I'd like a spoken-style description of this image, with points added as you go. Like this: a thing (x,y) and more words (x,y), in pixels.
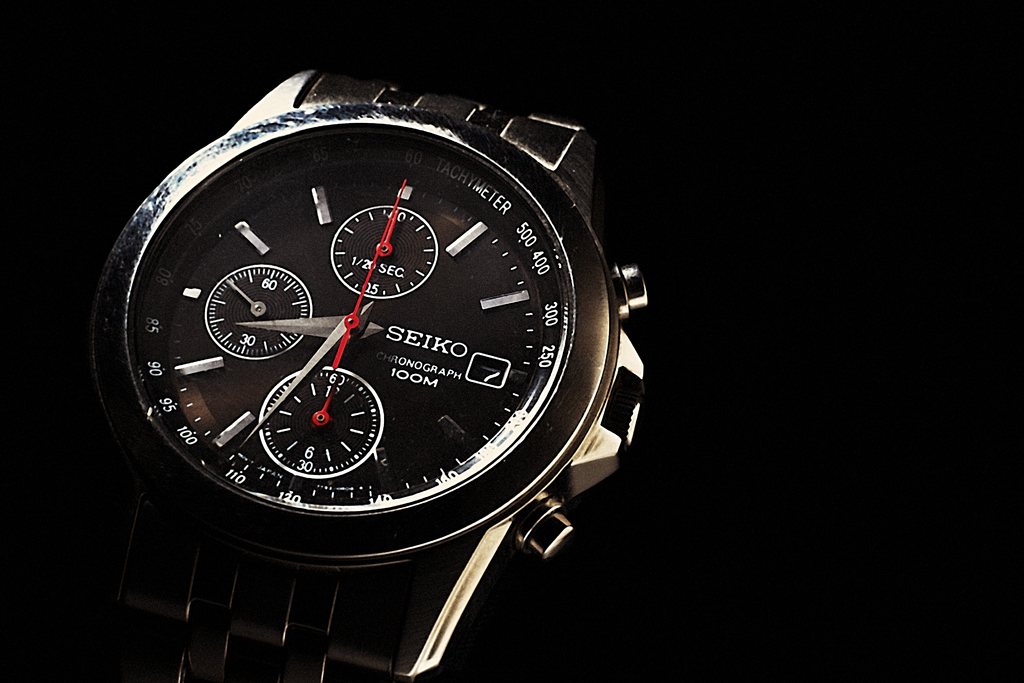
In this image I can see a wrist watch (393,305) which is black, white and red in color. I can see the black colored background (686,170).
